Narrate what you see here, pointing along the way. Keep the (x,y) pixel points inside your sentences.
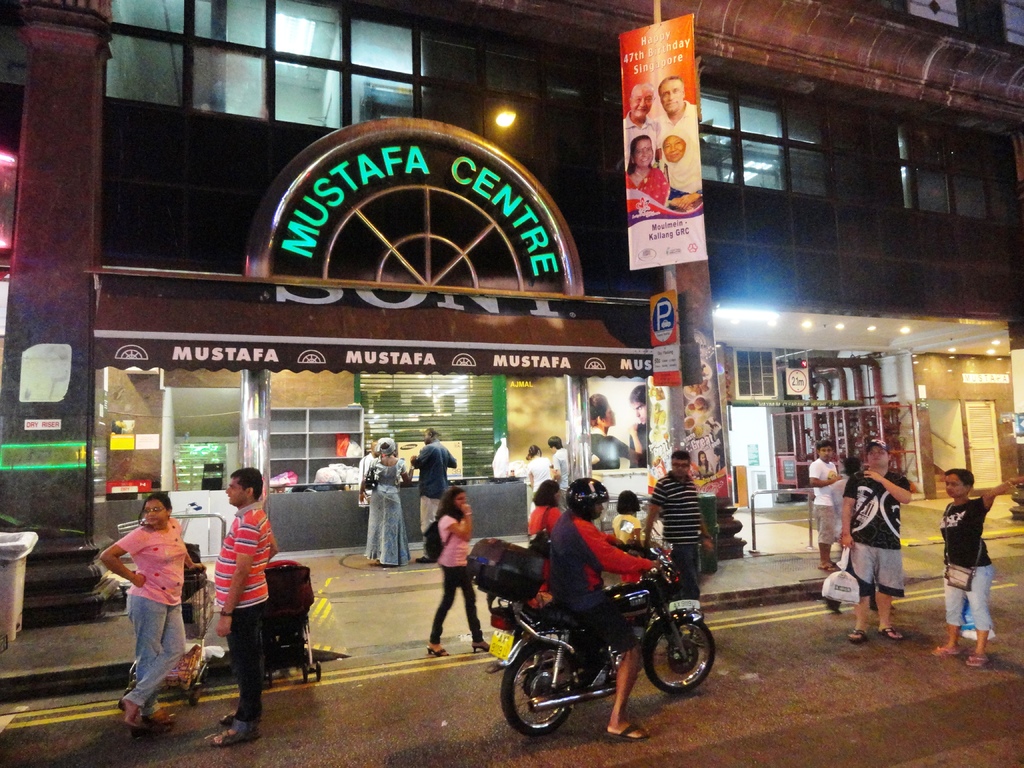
In this we can see group of persons (145,589) standing on the ground (268,700). one person (590,599) wearing a helmet (594,506) is riding motorcycle (608,687). One girl (463,525) is carrying a bag (434,542). In the background (705,445), we can see a group of poles (844,423), building (517,309) with a sign board (515,239) and some text (407,360) on it. A poster (669,182) with group of persons (664,135) and some lights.
